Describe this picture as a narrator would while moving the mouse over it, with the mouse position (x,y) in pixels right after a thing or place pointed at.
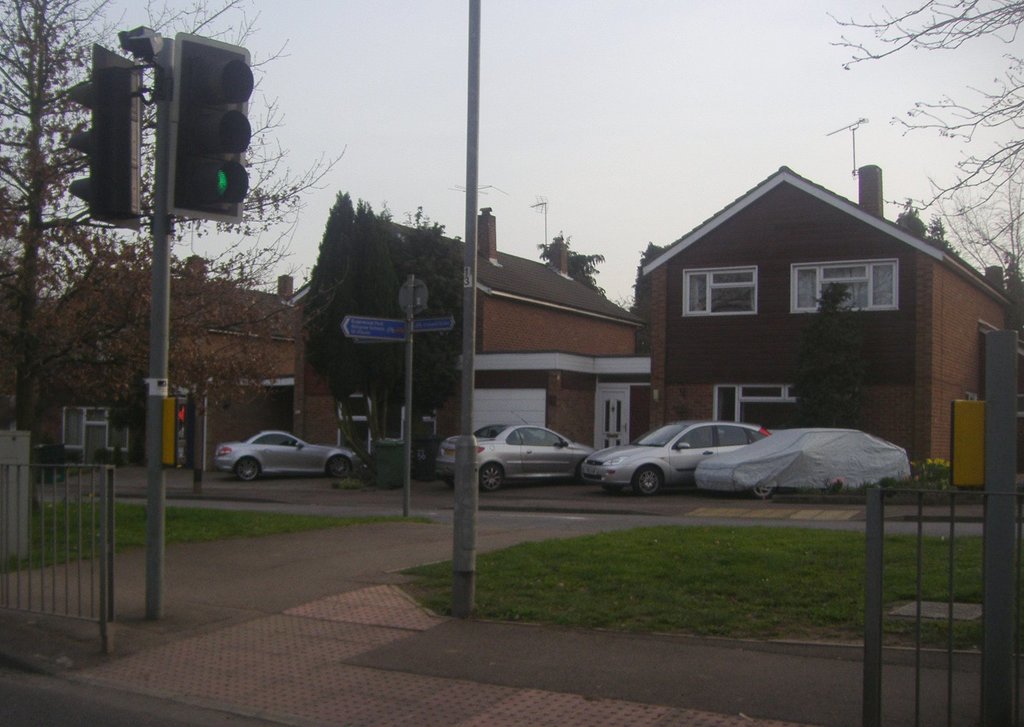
In this image we can see a few cars (270,444) parked in front of the houses (596,325), in the image we can see trees (218,346) and grass (214,518) on the surface (241,617) and traffic signals (137,204).
